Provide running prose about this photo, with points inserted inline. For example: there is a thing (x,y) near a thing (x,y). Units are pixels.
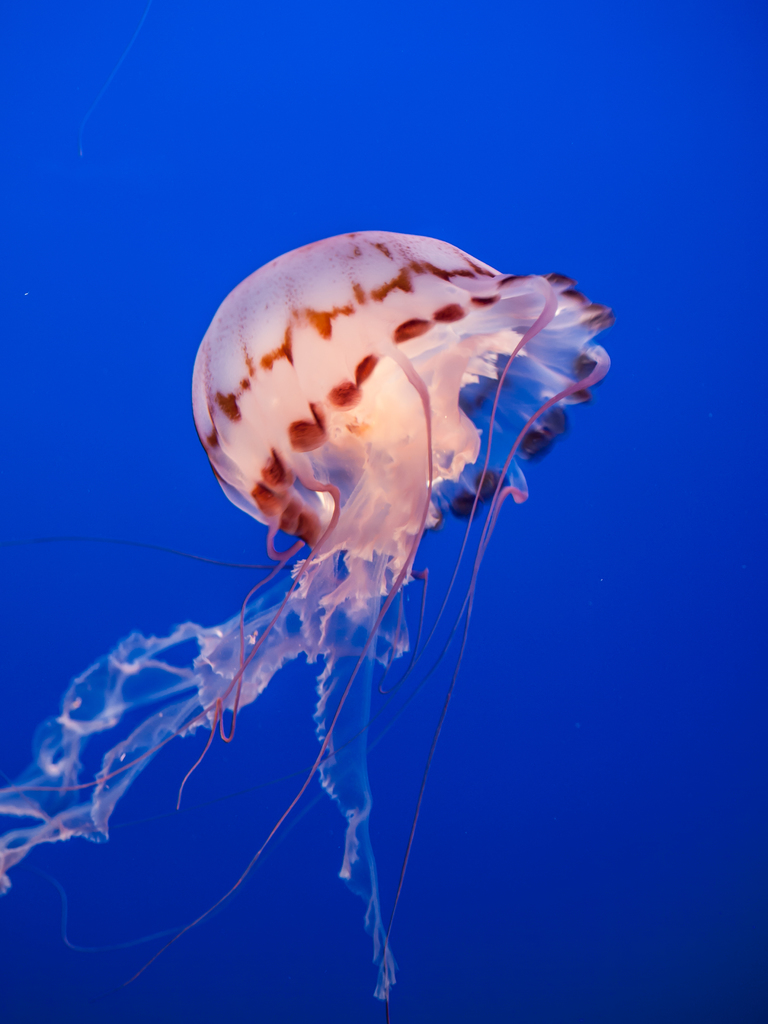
This image consists of a jellyfish (467,421). It is in white color. In the background (168,757), there is water (397,834) in blue color.
